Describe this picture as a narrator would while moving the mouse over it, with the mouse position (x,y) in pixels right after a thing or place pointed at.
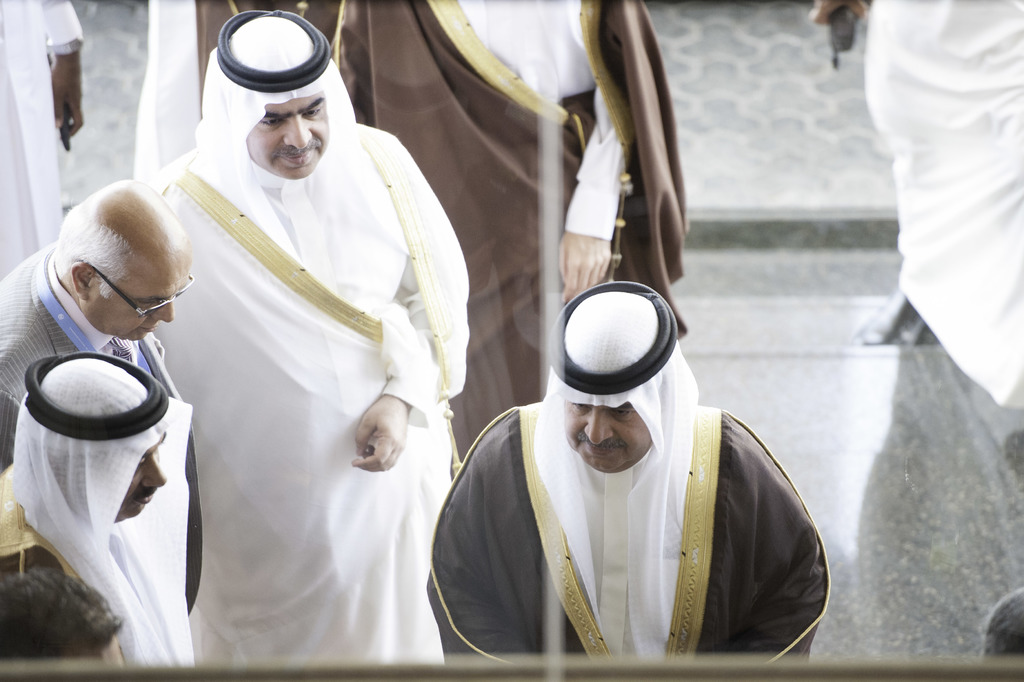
In this image I can see group of people (81,349) standing, the person (198,369) in front (262,372) wearing white color dress (222,365).
